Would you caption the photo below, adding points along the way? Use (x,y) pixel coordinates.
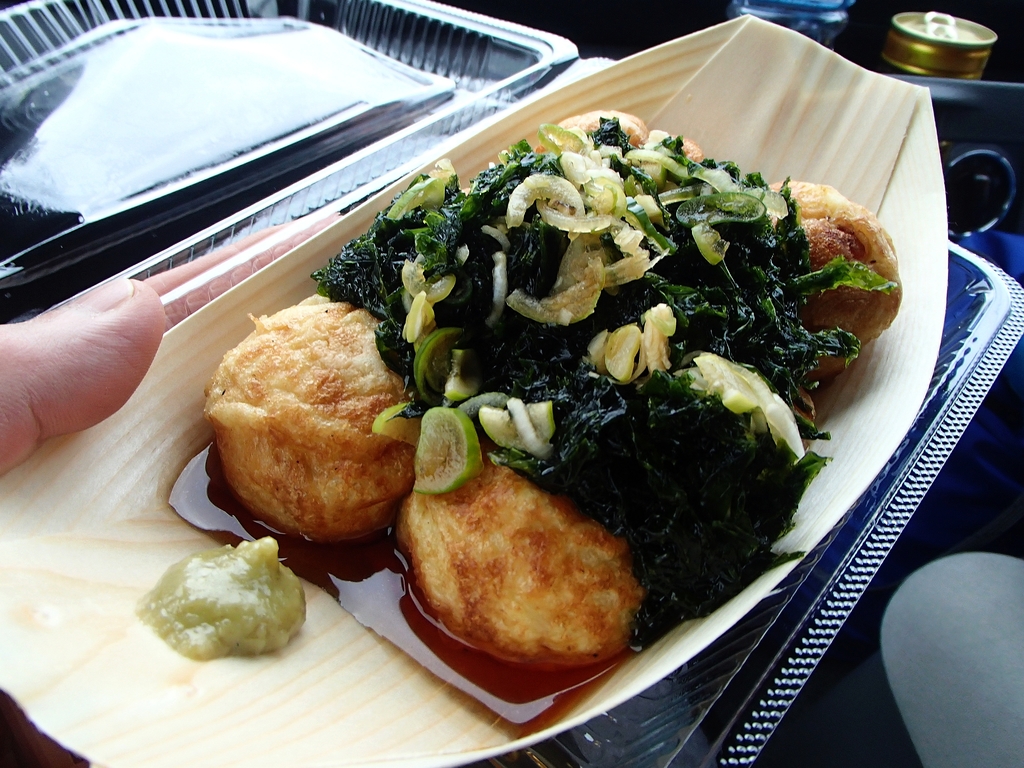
In this picture, we can see a person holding a food item (535,357) in the box (769,679) and we can see some objects (970,25) in the top right corner (962,155).
